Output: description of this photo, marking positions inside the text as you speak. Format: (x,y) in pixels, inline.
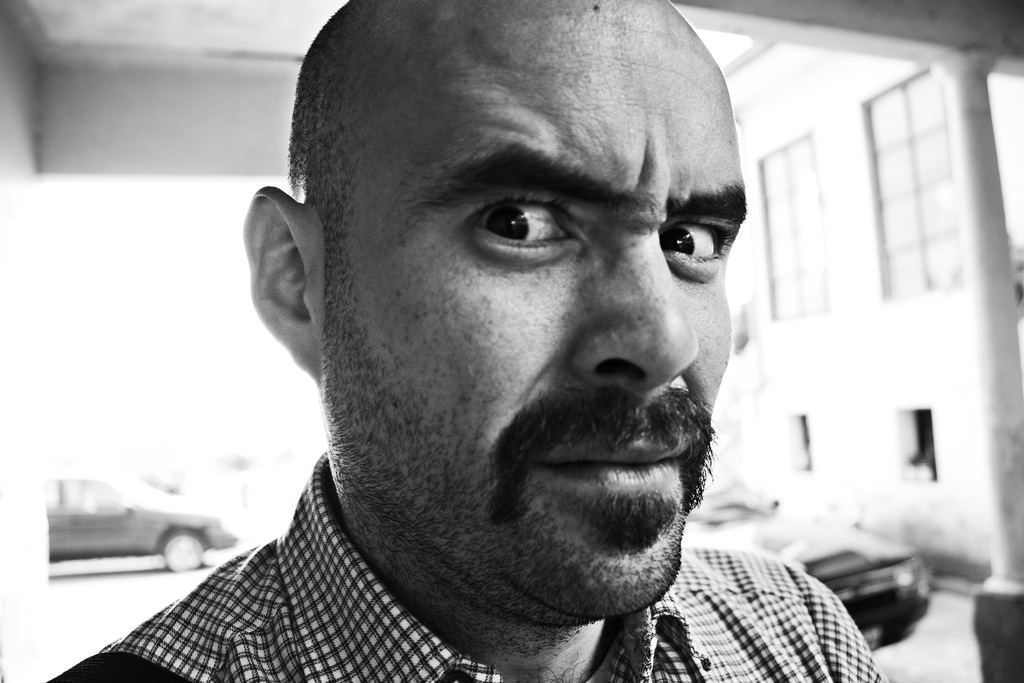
This picture shows a man (192,656) standing and we see a building (936,165) and couple of cars (723,523).
